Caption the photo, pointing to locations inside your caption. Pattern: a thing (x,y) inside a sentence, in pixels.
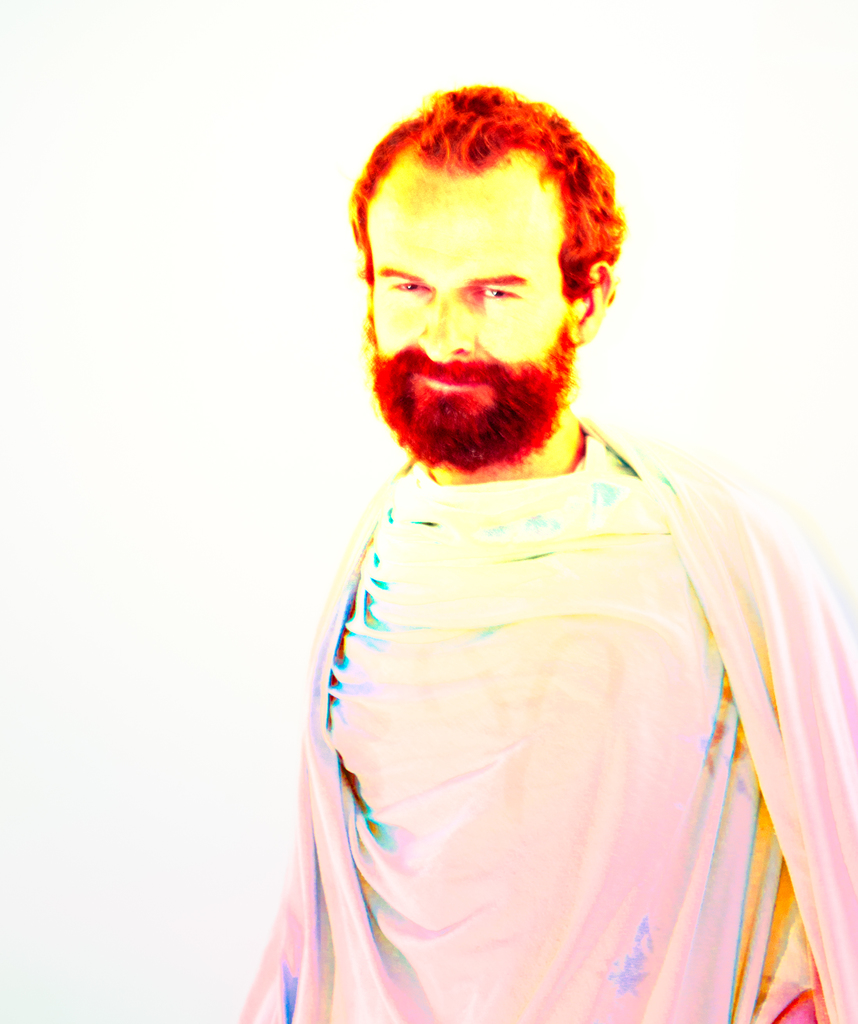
In this picture we can see a man (818,914) and in the background (678,76) it is in white color.
